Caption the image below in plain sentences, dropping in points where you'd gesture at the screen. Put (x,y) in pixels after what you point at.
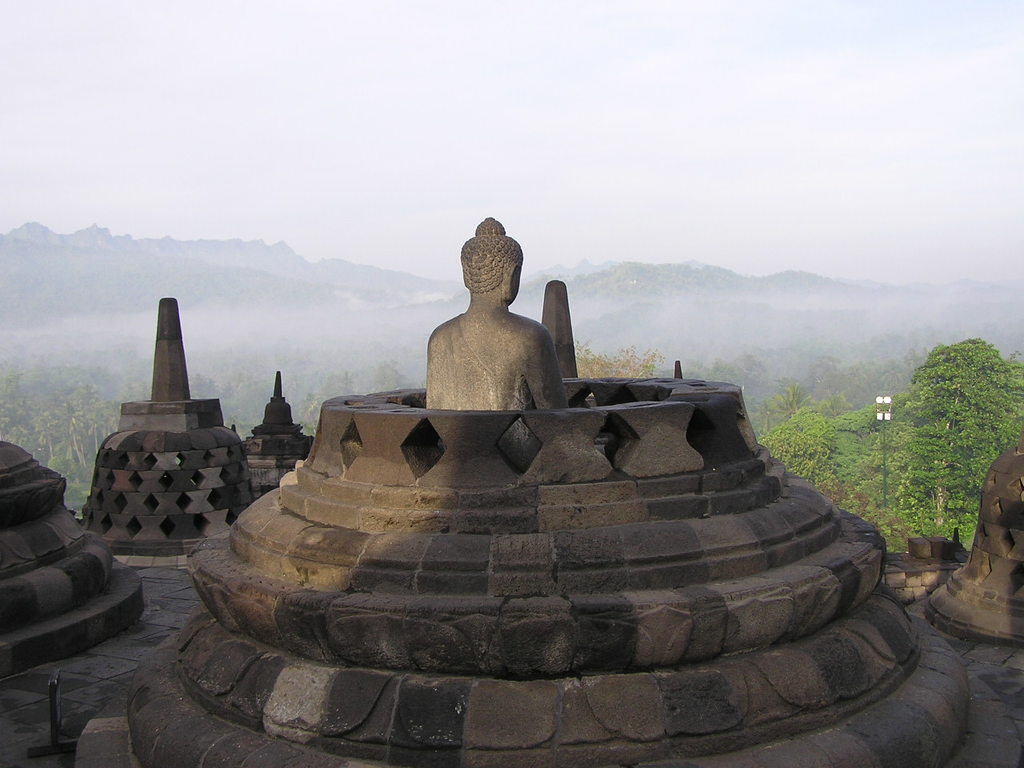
In this image, I can see the statue of Lord Buddha (493,358) sitting. I think this is a temple (726,382). These are the trees (801,377). In the background (108,288), I can see the mountains (758,321), which are partially covered by the fog (257,325). This is the sky (480,47).
